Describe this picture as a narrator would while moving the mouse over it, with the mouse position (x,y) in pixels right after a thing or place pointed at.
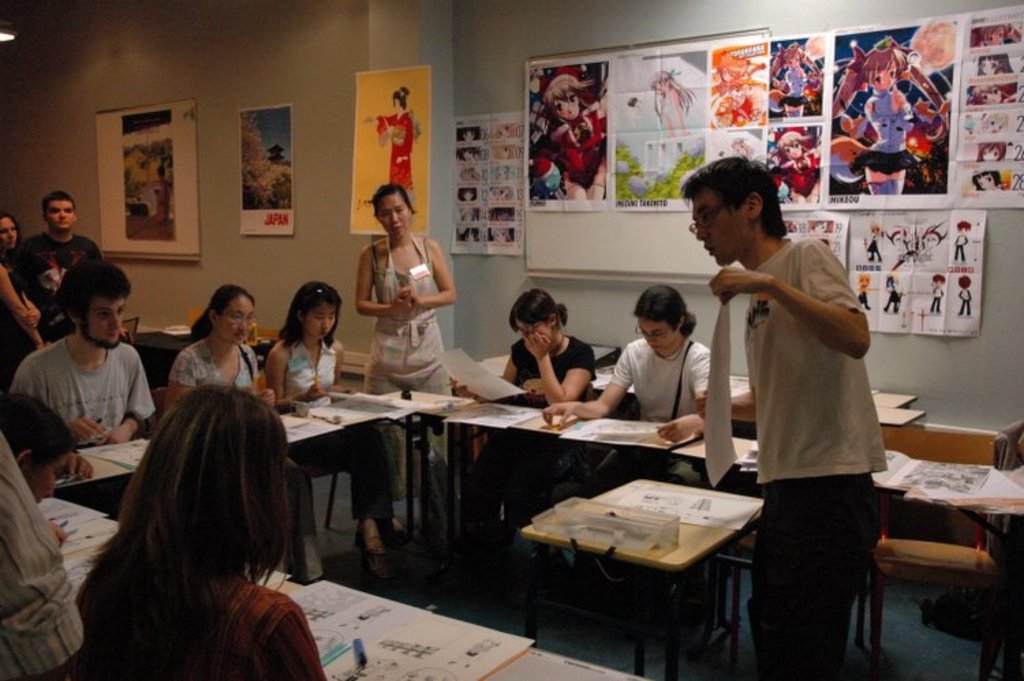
There are group of persons (203,337) sitting on chairs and there is a table (391,640) in front of them which has some papers (375,395) on it and there is a person (763,338) holding a paper (720,368) is standing in front of them and there are pictures (727,108) which are attached to wall (449,83) in the background (543,125).
